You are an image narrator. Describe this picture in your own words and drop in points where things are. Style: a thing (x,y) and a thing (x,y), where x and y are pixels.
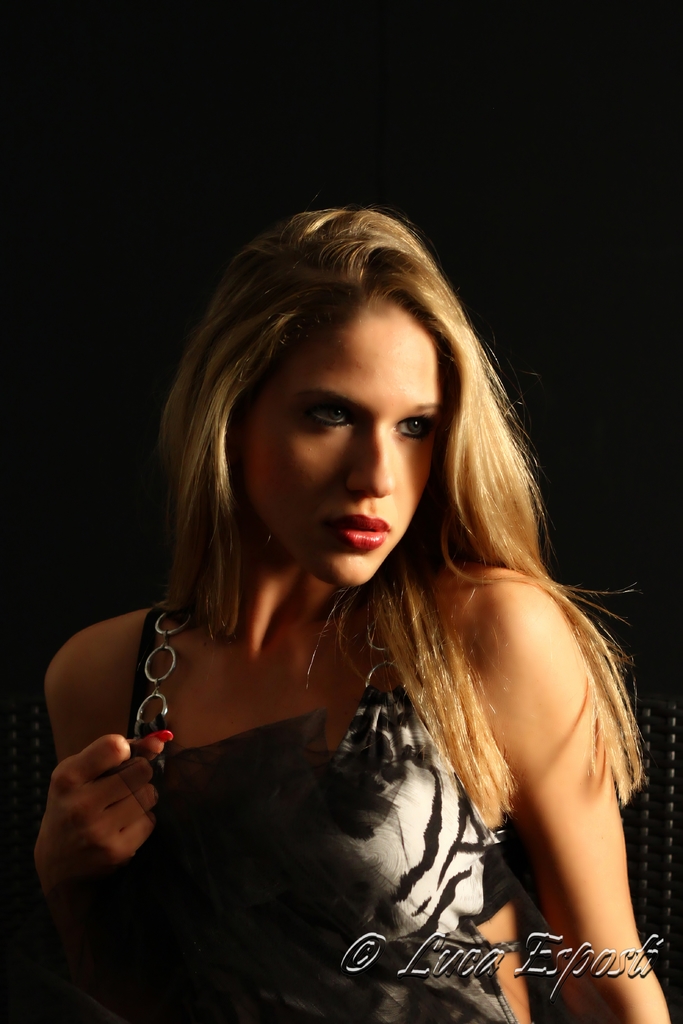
In this image there is a person (321,521) sitting on the chair (653,778). There is some text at the bottom of the image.
